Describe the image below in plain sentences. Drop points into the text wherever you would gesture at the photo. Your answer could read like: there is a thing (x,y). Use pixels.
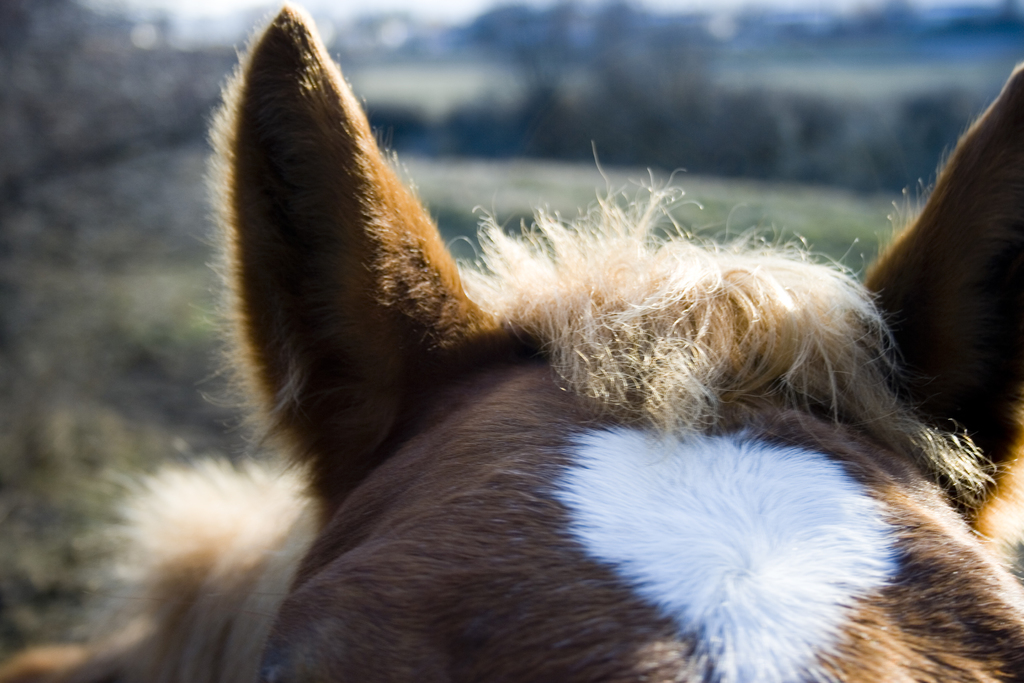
In this picture we can see 2 ears (395,334) and hair (539,300) on the head (536,329) of an animal (566,365).
